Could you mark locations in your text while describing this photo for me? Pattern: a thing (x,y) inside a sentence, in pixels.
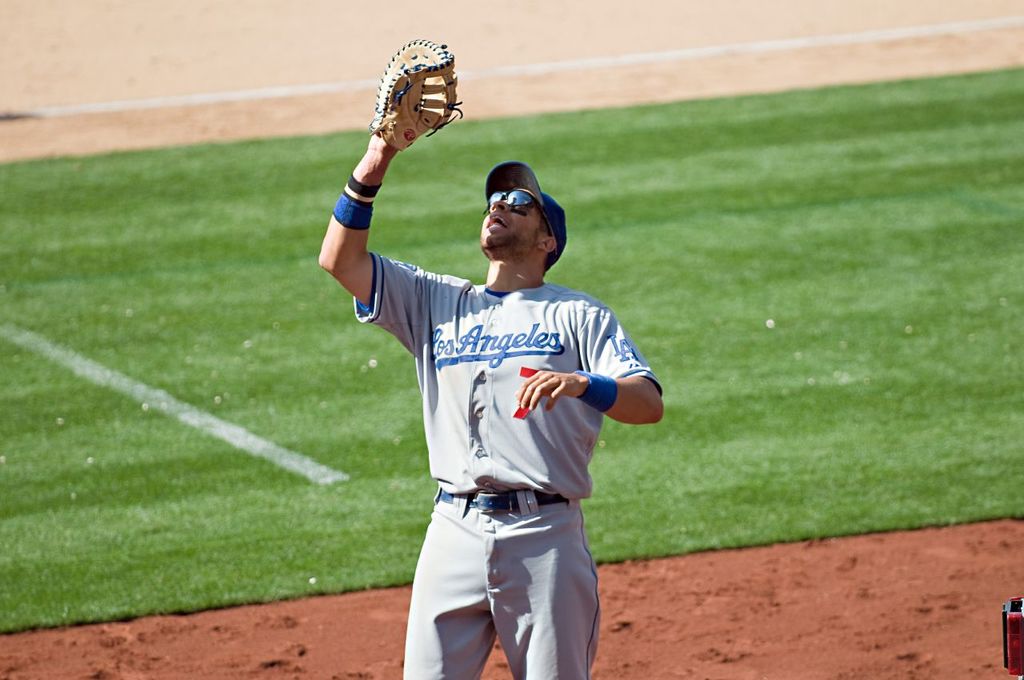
In this image there is a man (350,287) with spectacles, hat (502,173) and a baseball glove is standing, and in the background (426,444) there is grass (700,415).
